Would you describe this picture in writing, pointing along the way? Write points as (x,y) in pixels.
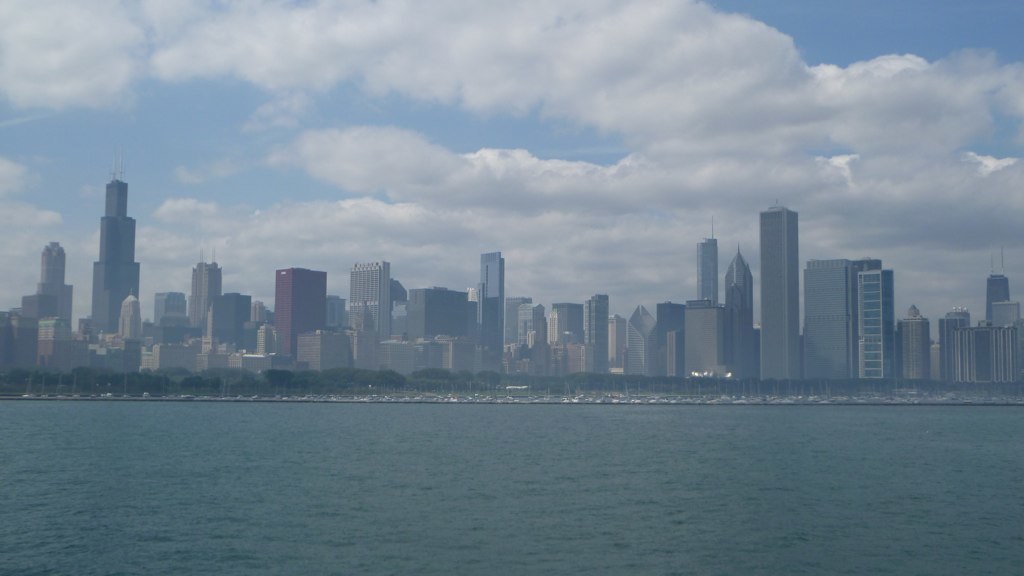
In this image, in the middle (385,325) there are buildings (583,350), trees (526,381). At the bottom (299,405) there are waves (522,494), water (461,480). At the top (433,150) there are sky (482,121) and clouds (595,101).
